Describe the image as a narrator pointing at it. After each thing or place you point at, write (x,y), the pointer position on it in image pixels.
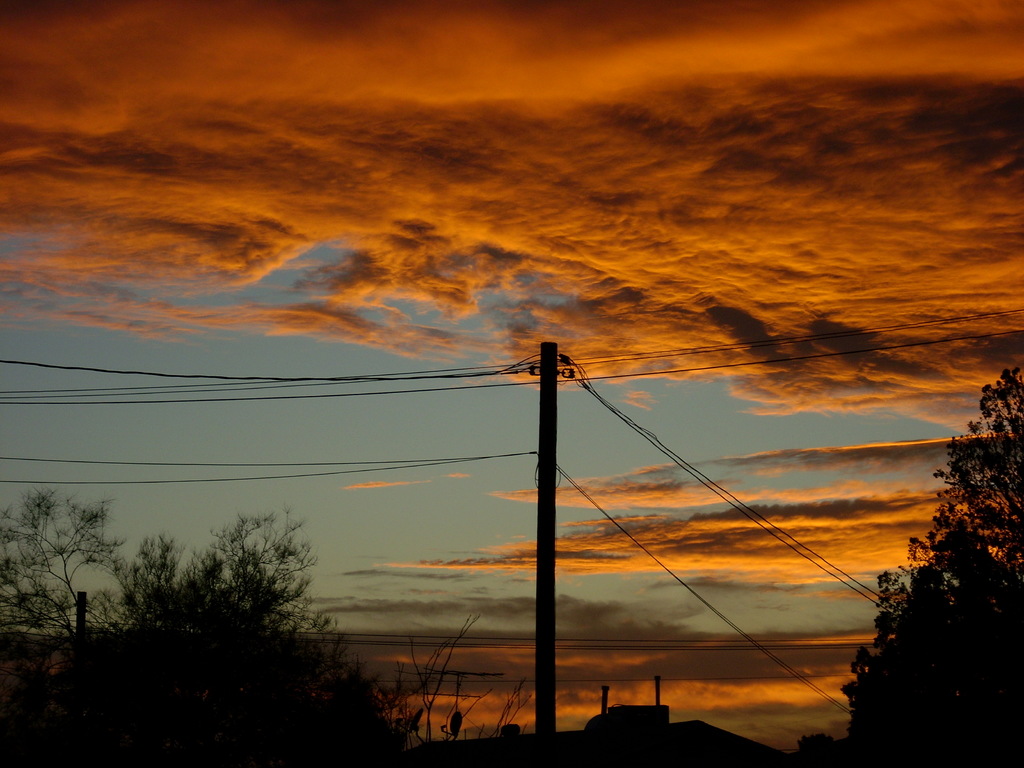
In the foreground of the image (545,541) we can see a pole (549,532) and wires (533,375). Background of the image (705,521), the blue color sky (432,447) is there with clouds (749,354). We can see trees (946,709) in the right (979,634) and left bottom of the image (164,698). One house roof (617,736) is there at the bottom of the image (644,736).
